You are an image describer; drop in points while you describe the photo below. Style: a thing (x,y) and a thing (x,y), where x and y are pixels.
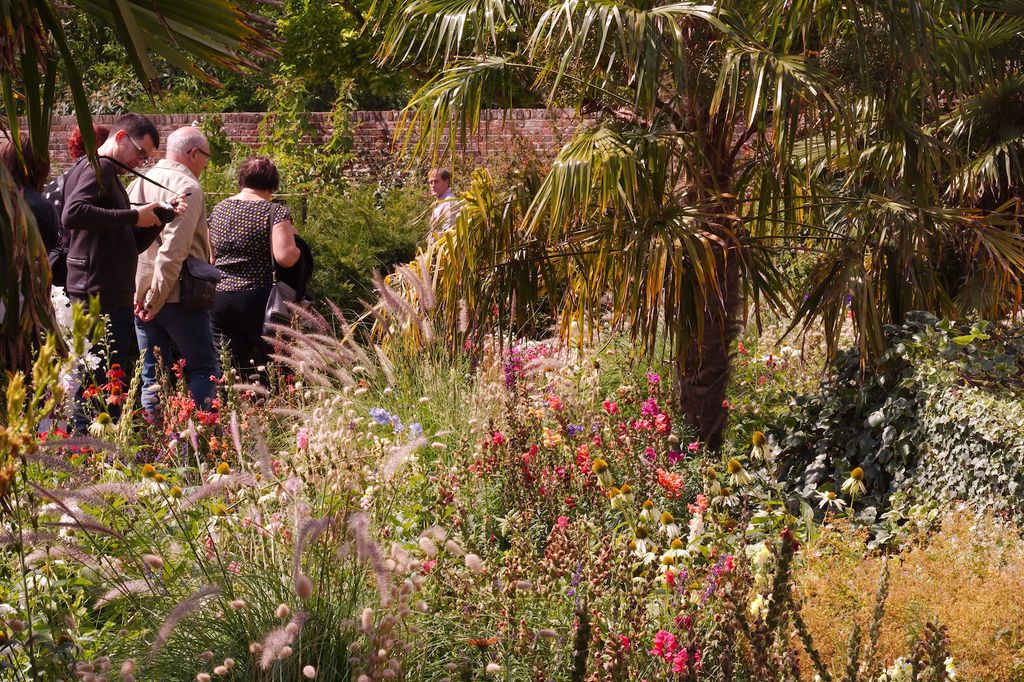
In this image there are plants (524,431) trees (709,399) and few people (229,287) walking in the background (305,118) there is a wall (565,117).
